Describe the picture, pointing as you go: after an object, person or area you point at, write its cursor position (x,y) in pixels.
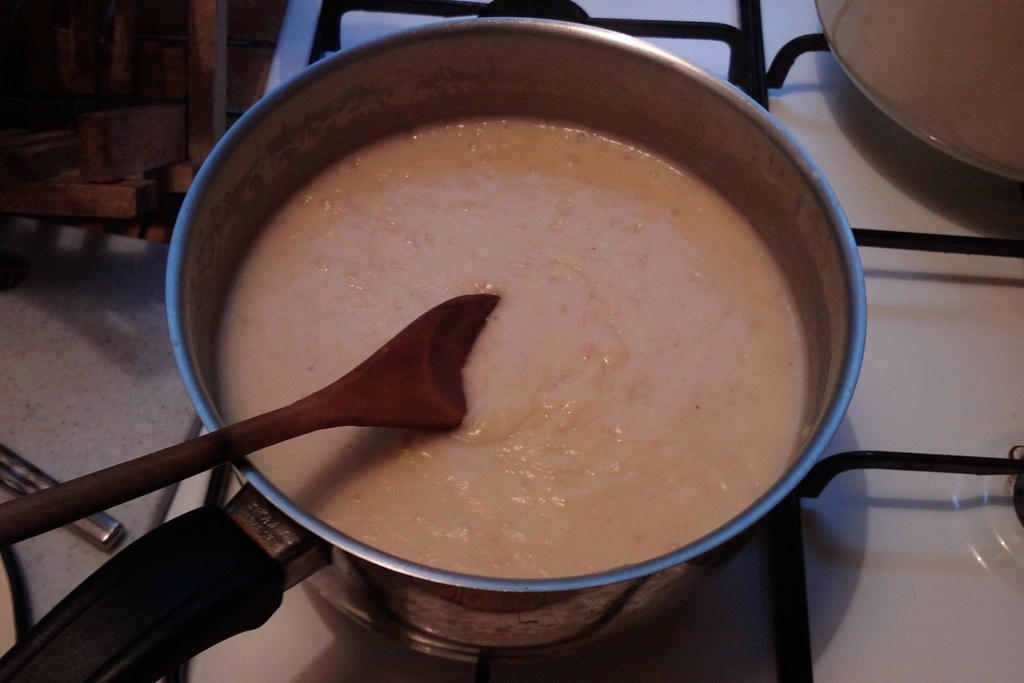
This is food item (543,383) in the utensil (271,496), this is spoon (283,435) and utensil (274,573).
